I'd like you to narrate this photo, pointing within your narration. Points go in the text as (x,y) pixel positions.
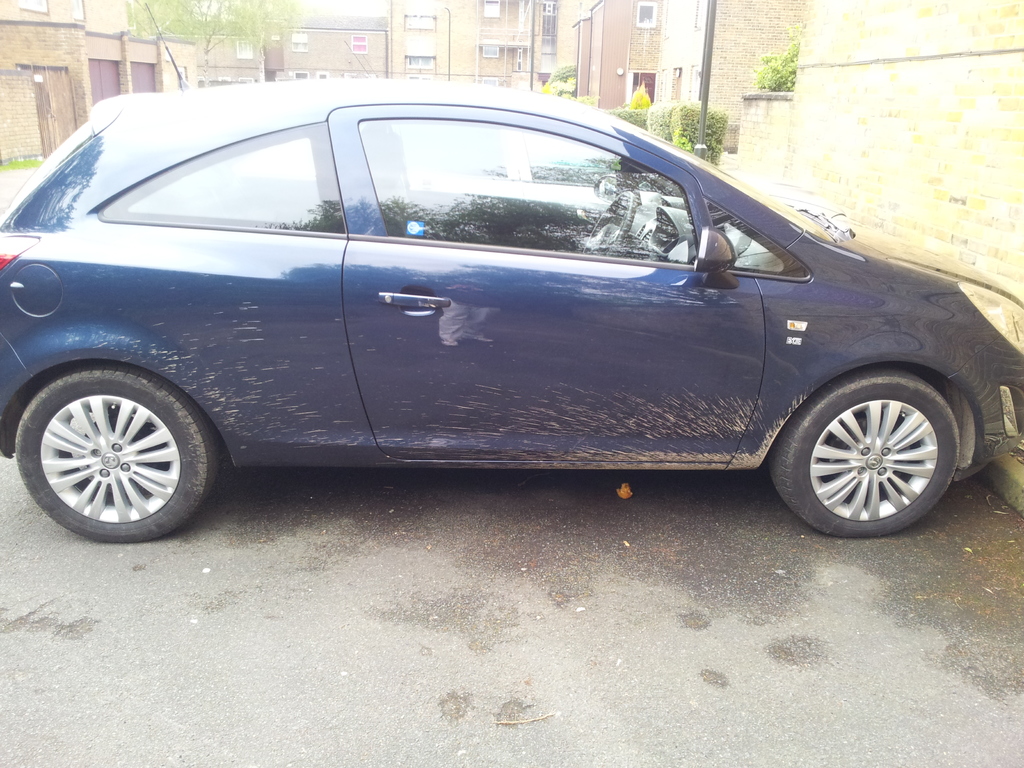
In this image, I can see a car (788,507), which is parked. These are the buildings (412,50). I can see the bushes (625,111) and a tree (207,30). I think this is a road (424,640).
